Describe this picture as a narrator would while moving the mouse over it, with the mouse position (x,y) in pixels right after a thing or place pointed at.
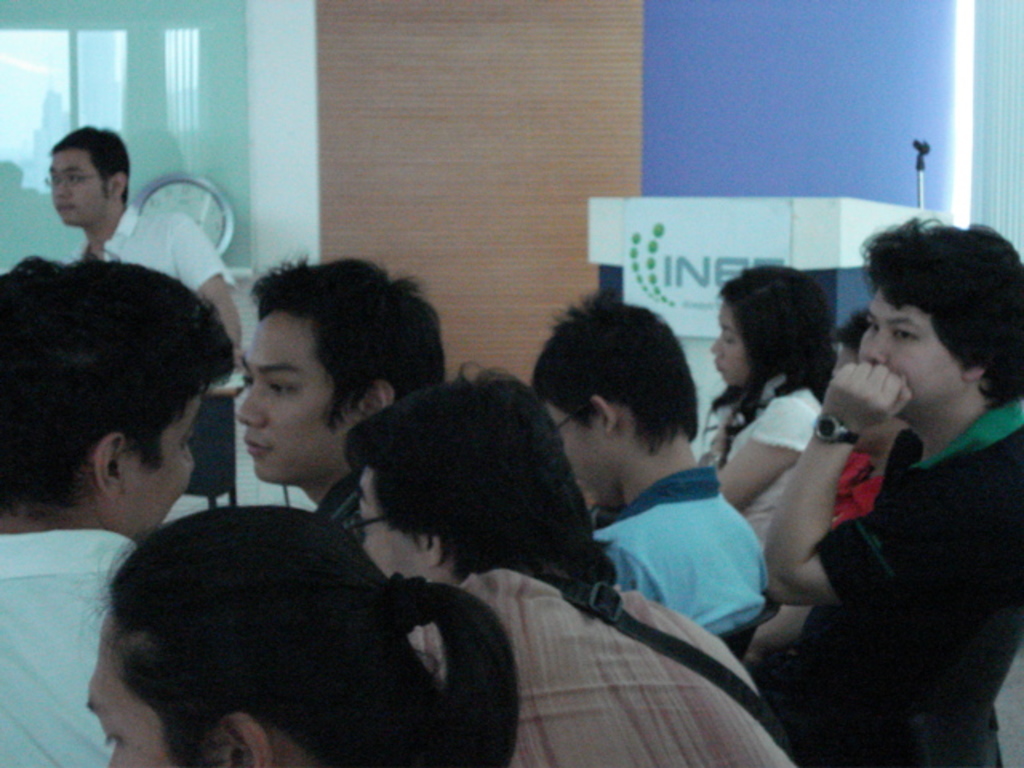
In the foreground of this picture (560,609), there is a crowd (312,552) sitting and in the background (115,174), there is a man (98,177) standing near a glass wall (197,139) and there is also a podium (852,204) and a mic stand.
